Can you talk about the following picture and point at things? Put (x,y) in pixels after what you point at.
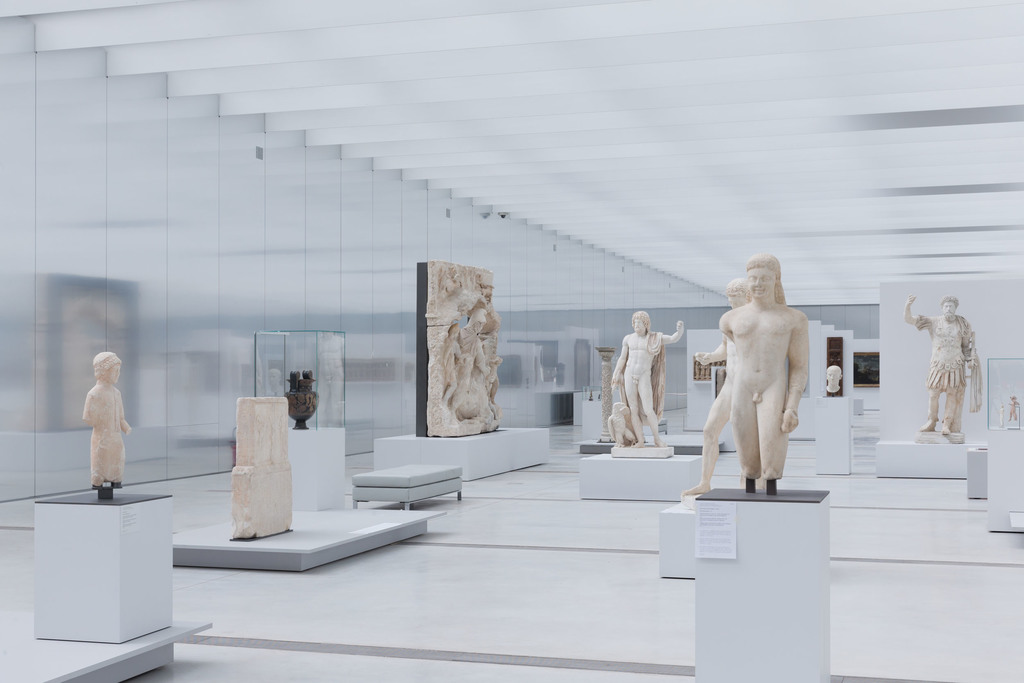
This image consists of sculpture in white color. It looks like it is clicked in a museum (654,517). At the bottom (578,636), there is a floor (576,641). On the left (177,244), there are mirrors (45,311). At the top (908,117), there is a roof (868,207).
